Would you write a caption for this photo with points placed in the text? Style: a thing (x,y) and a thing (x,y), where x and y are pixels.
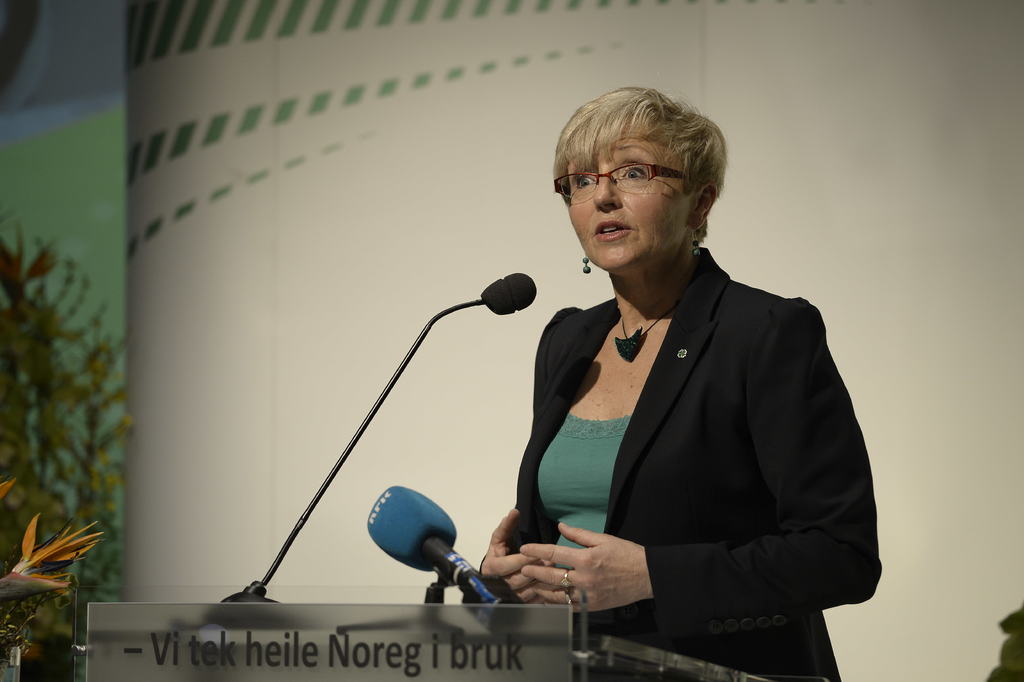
In this image in the front (409,635) there is a podium (592,651) and on the podium (296,646) there is some text (369,648) written on it. On the top of the podium (380,640) there are mics (362,420) and in the center (575,426) there is a woman (710,419) standing and speaking. In the background (245,254) there is a wall (333,269) which is white in colour and there are plants (35,458).
